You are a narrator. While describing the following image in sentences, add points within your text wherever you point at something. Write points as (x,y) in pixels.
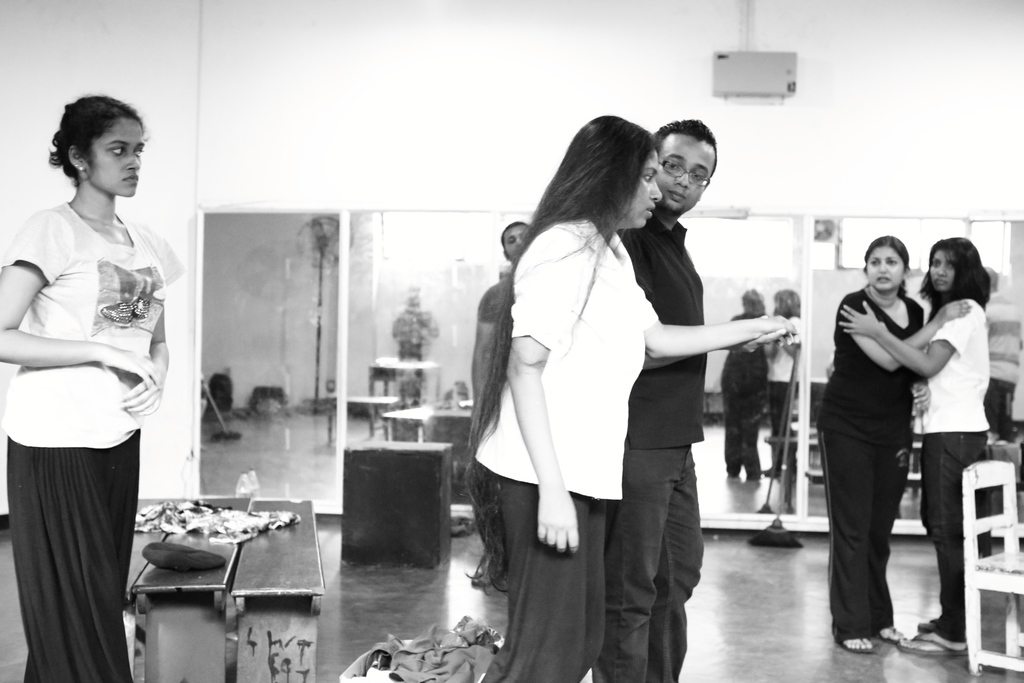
Here in this picture we can see a group of people (479,399) standing on the floor (343,650) over there and we can also see mirrors (285,239) in the back (937,231) and we can see benches (187,575) and chairs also present over there.
